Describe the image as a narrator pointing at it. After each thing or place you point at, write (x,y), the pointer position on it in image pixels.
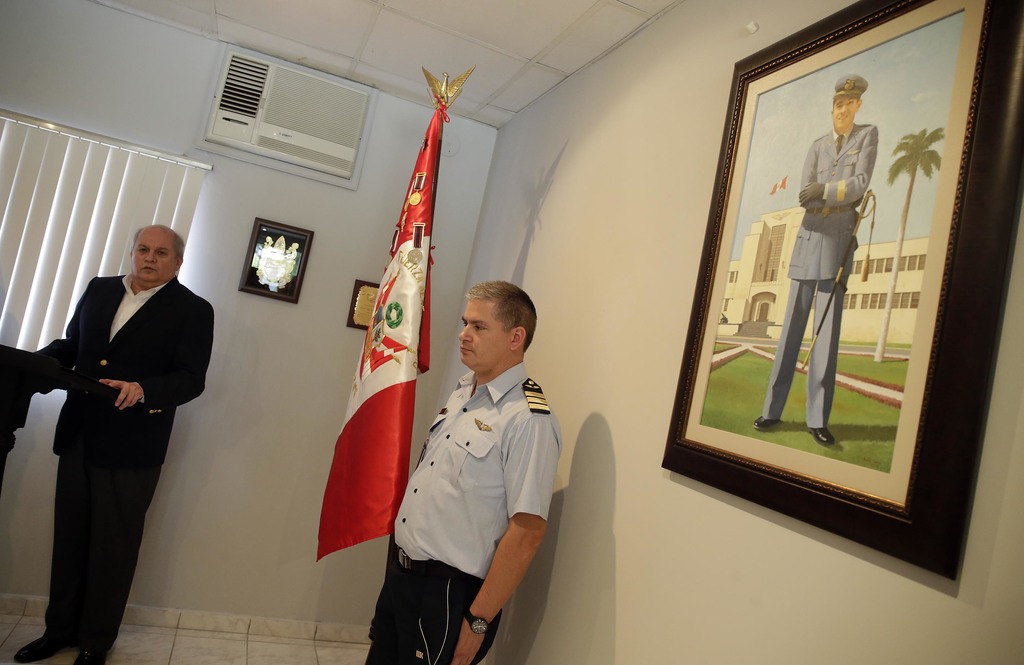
In this image I can see two people (455,524) standing inside the house (262,552). These people (403,548) are wearing the different color dresses (425,538). To the side of these people (419,550) I can see the flag (407,306). I can see the borders (373,295) and frames (362,286) to the wall (375,245). I can see the window blind (80,202) and the air-conditioner (257,116).
